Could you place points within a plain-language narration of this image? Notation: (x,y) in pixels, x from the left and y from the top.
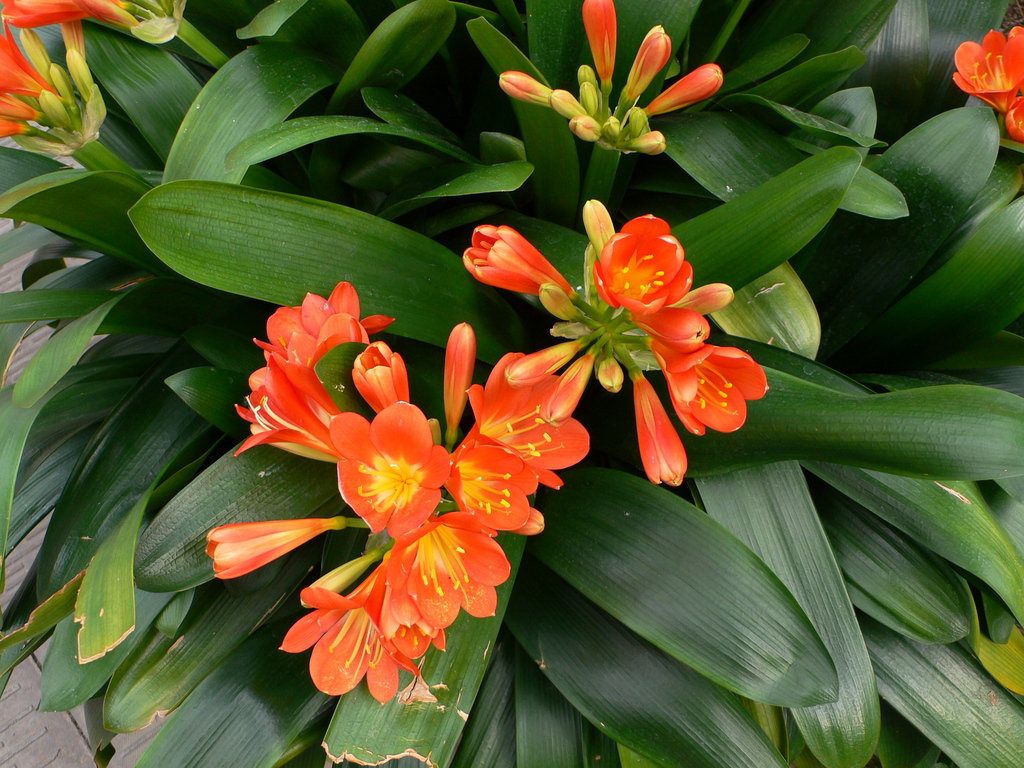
In the center of the image (682,424) there are flowers (518,237). There are leaves (208,236).
